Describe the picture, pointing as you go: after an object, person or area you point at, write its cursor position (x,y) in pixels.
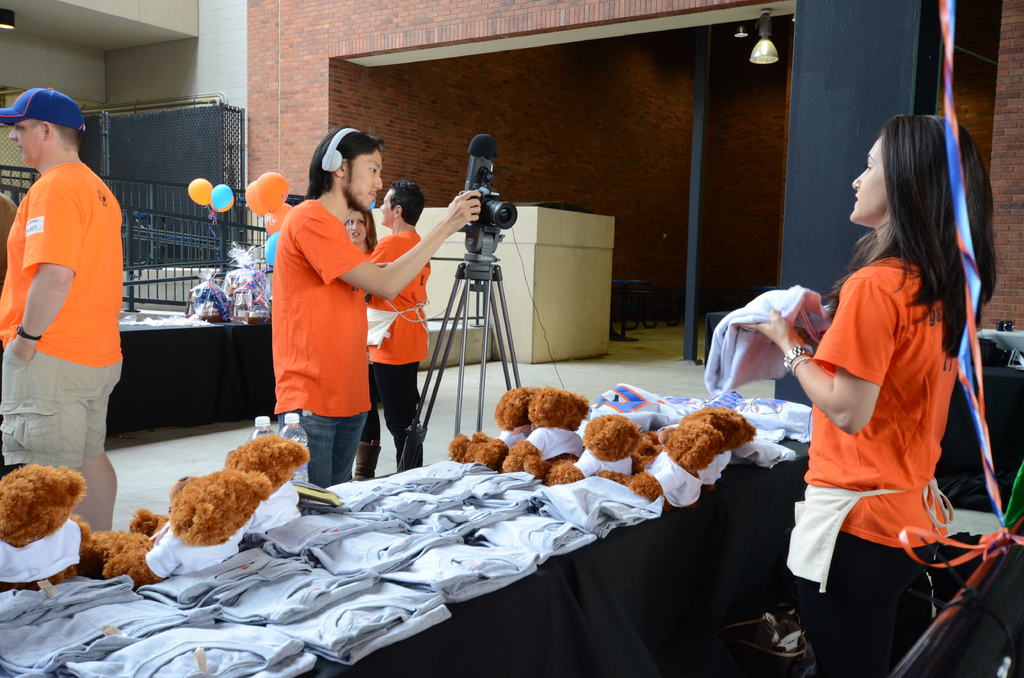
In this image I can see few people (93,356) standing. There is a person (824,426) holding a cloth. There are toys (467,451) and clothes (445,474) on a table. Also there is another table (172,367) with some objects (181,322) on it. There are balloons (194,200), lights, walls (761,75) and there are some other objects (94,131). Also there is a camera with tripod stand (455,276).
